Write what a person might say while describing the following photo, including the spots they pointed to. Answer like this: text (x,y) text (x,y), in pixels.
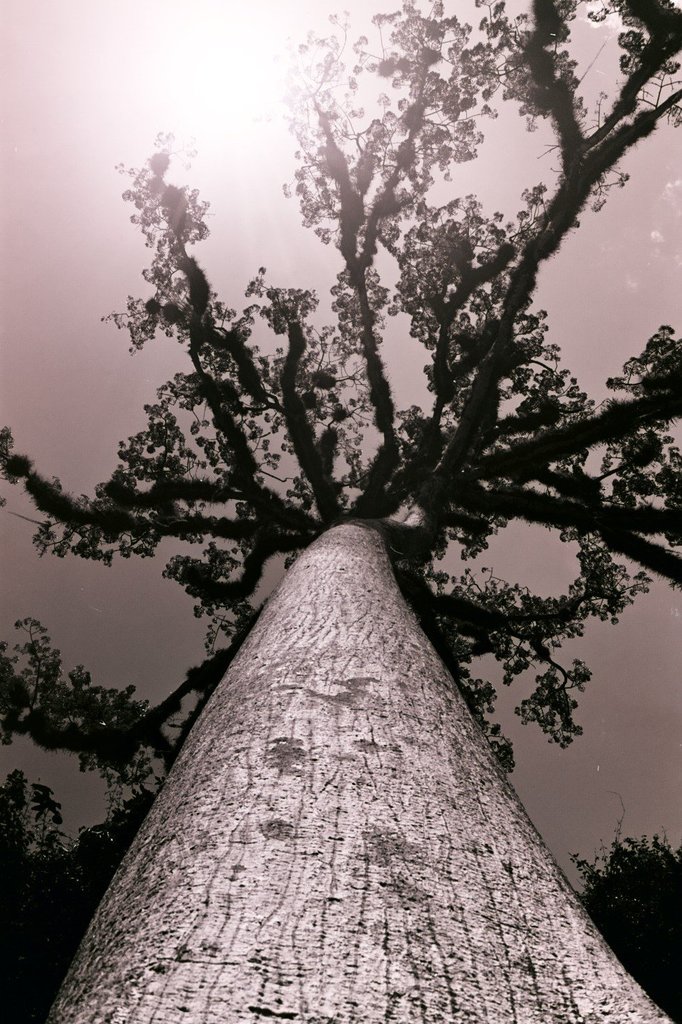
In this picture I can see a tree (366,564) in the middle (388,611), at the top (253,256) there is the sky (280,260). This image is in black and white color.
